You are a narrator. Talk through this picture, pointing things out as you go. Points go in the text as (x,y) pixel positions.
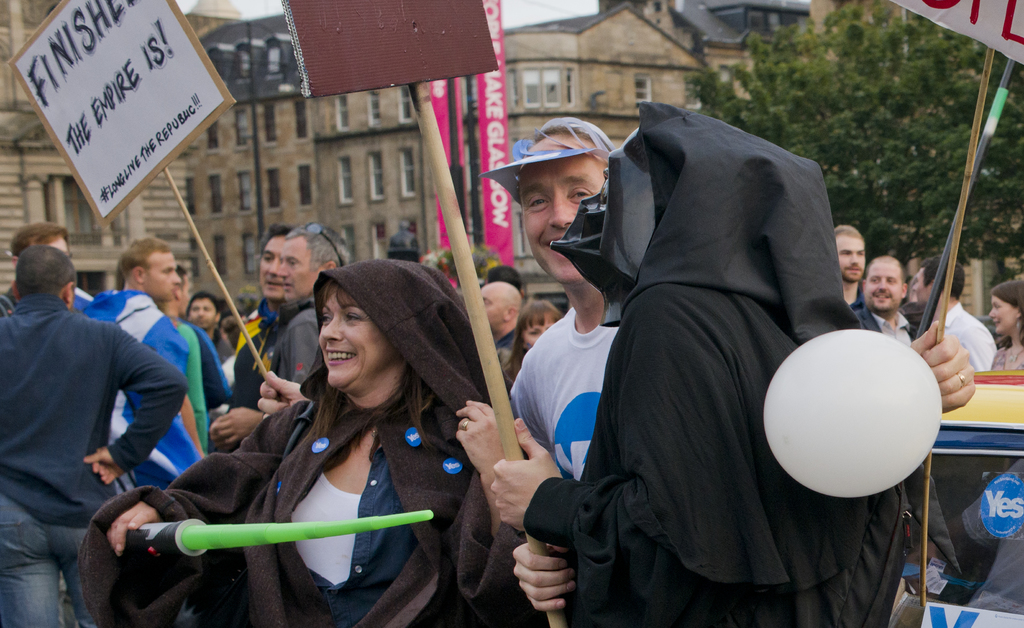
In the image we can see there are people (480,455) standing and they are holding banners (461,48) and posters (53,124) in their hand (485,437). Behind there are trees (951,92) and buildings (518,111).
